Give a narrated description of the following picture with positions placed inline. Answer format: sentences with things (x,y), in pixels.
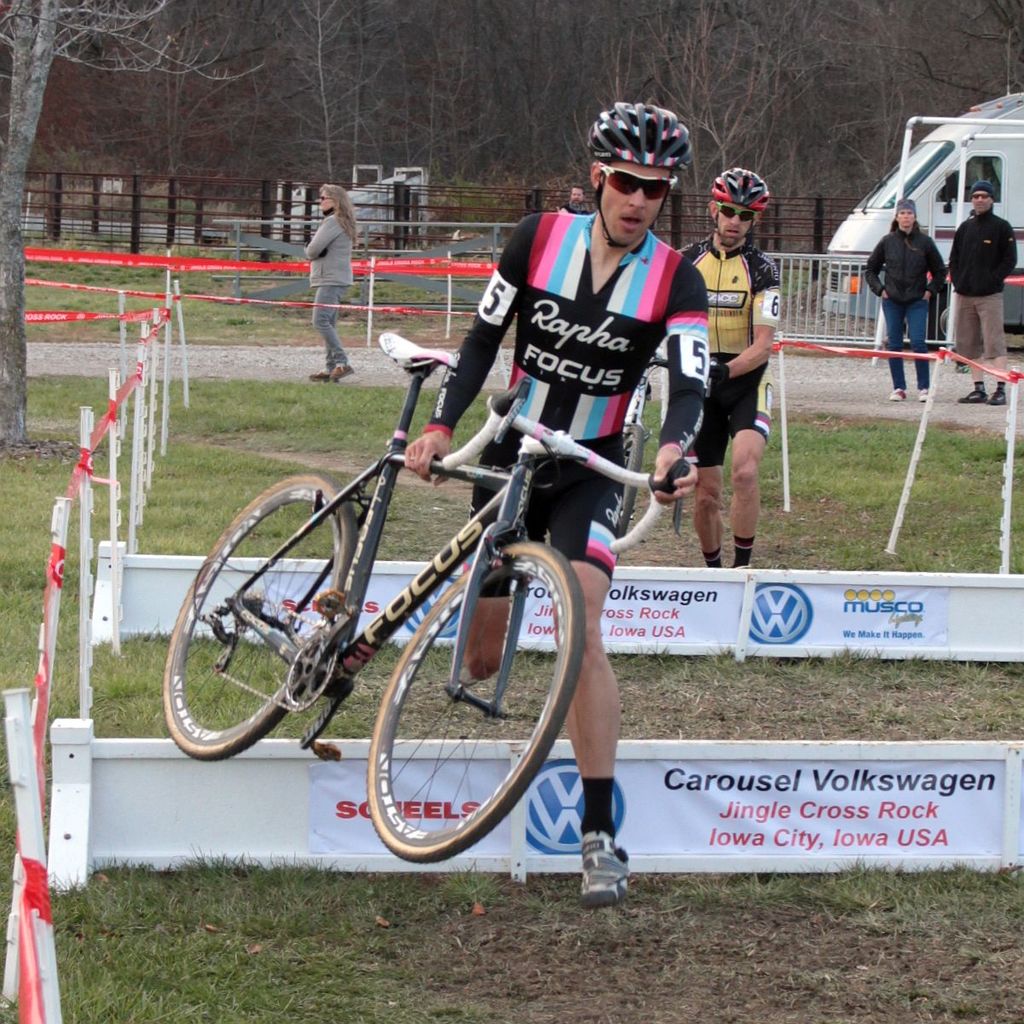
In this picture there is a man (570,294) who is holding a bicycle (298,708), besides him I can see the small boards (765,812) on the ground (466,896). Behind him there is another man (724,303) who is also holding a bicycle (638,433) and walking on the ground (697,679). In the back (324,239) there is a woman (321,265) who is standing near to the poles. On the right (911,237) there are two persons (924,277) who are standing near to the fencing (953,285) and van (1008,312). In the background (414,166) I can see the trees (459,161), plants (480,183) and dustbins (425,183).
